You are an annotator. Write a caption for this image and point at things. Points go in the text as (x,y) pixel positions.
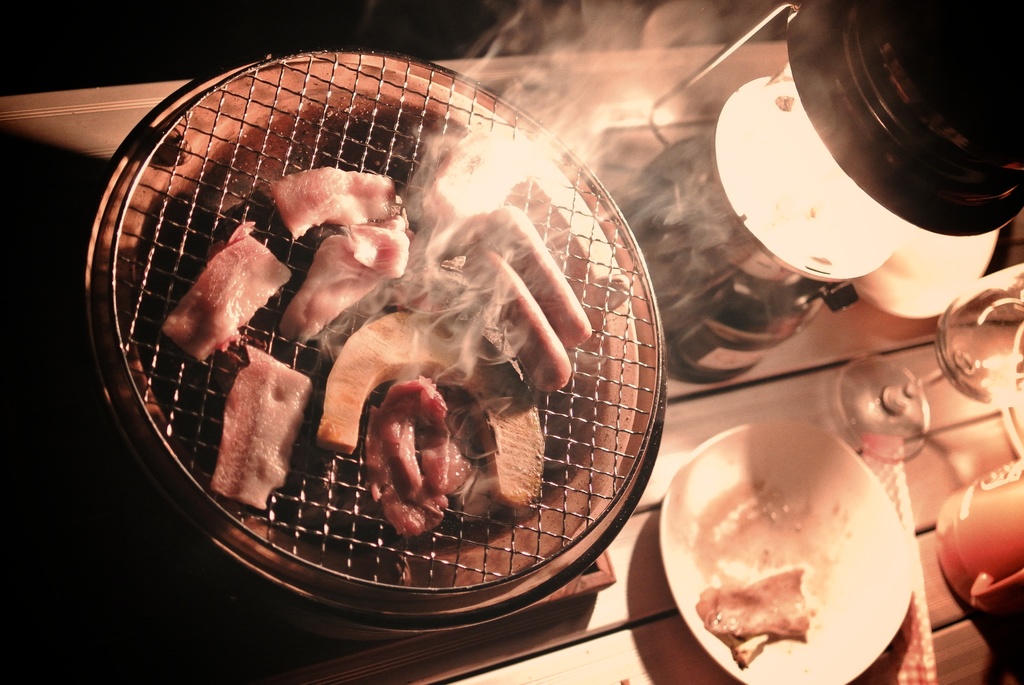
Here in this picture we can see a table (548,109) present, on which we can see a grill pan (361,432) present, where meat (305,299) is being grilled over there and beside that we can see a bowl (779,500), a lantern (733,350) and a glass (1021,278) present over there.
